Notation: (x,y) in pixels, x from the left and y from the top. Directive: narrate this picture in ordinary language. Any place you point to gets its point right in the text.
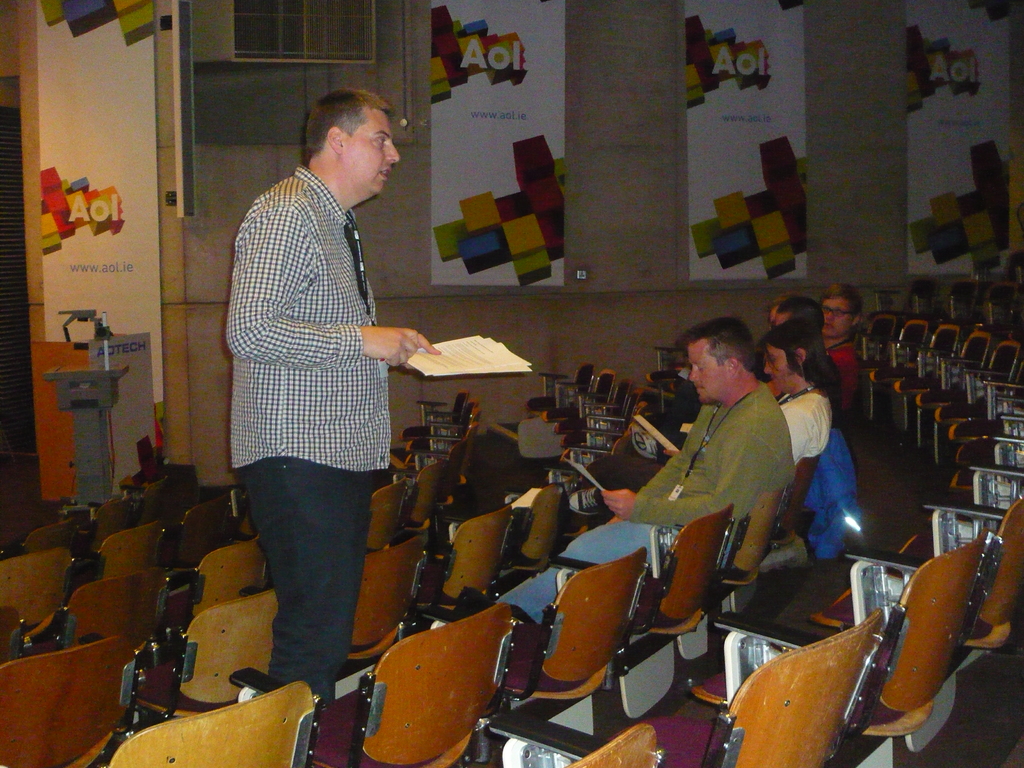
In this image I can see few persons (765,437) sitting, also there is one person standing and holding papers (434,365). There are chairs (16,686), there is wall (589,91) with posters (925,147) attached to it, and there are some other objects (41,358).
